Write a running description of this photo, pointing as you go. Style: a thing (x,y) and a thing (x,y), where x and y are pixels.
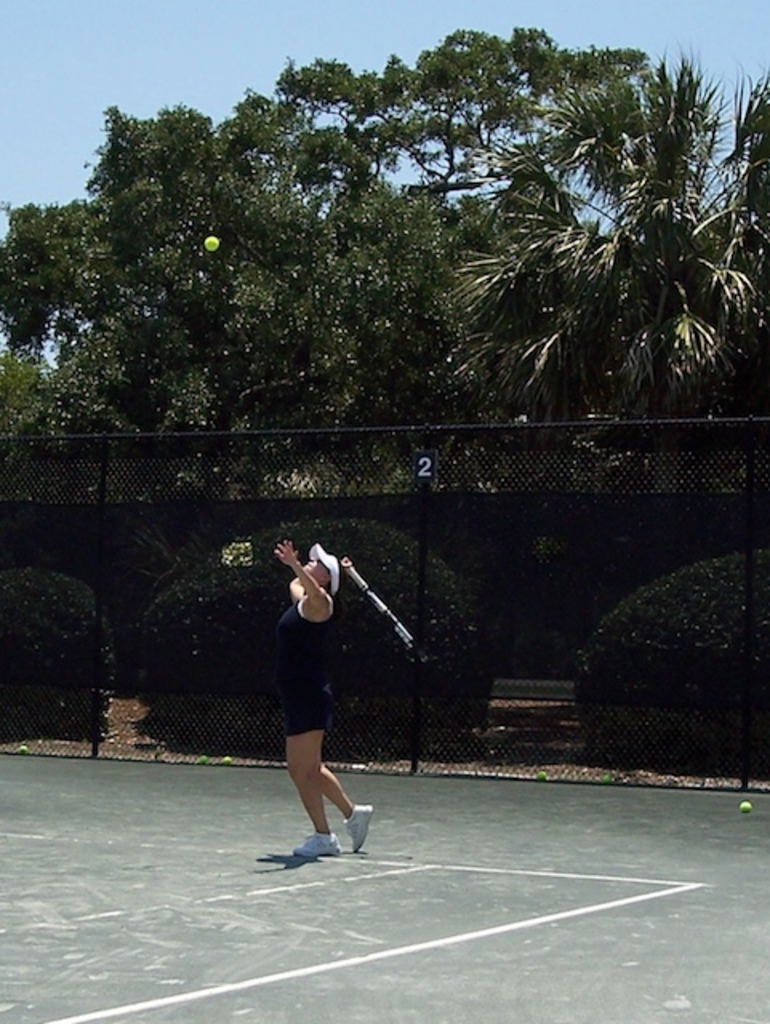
In this image, we can see a person (333,590) holding some object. We can see the ground (474,965) and the fence (396,643). We can also see some plants (445,628), trees (265,257) and balls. We can also see the sky (313,36).
